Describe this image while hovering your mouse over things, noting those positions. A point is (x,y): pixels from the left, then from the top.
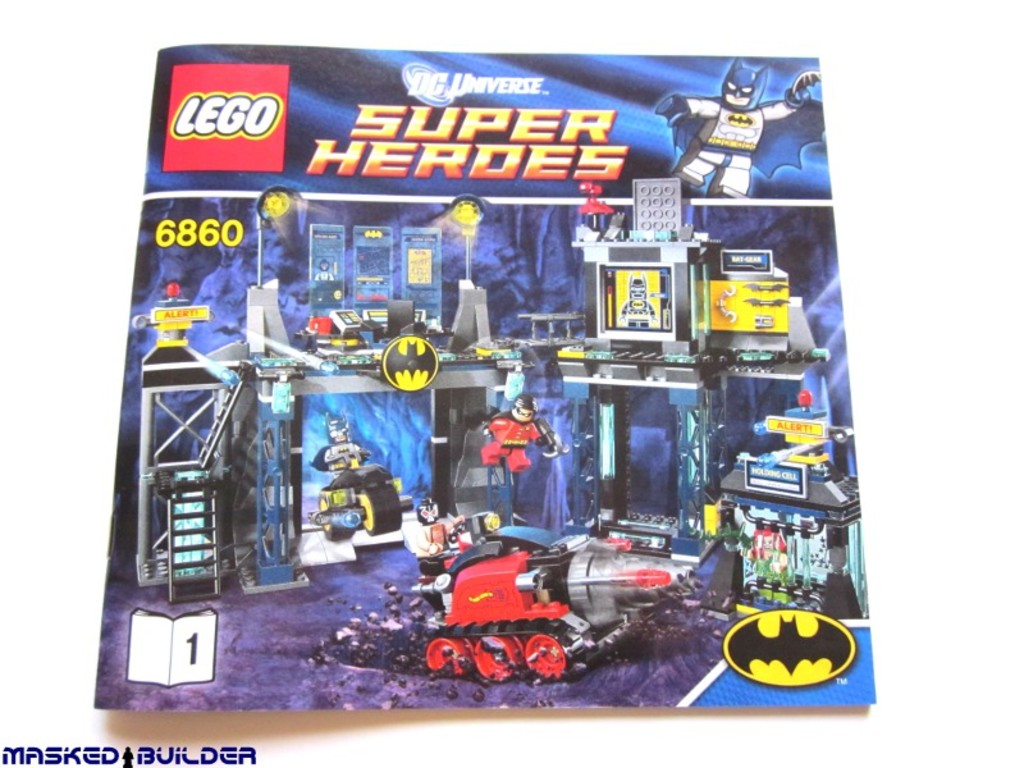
There is a poster (349,268). In that something is written and some animation images (513,388) are there. Below that there is a watermark (81,759) and in the background (893,701) it is white.
